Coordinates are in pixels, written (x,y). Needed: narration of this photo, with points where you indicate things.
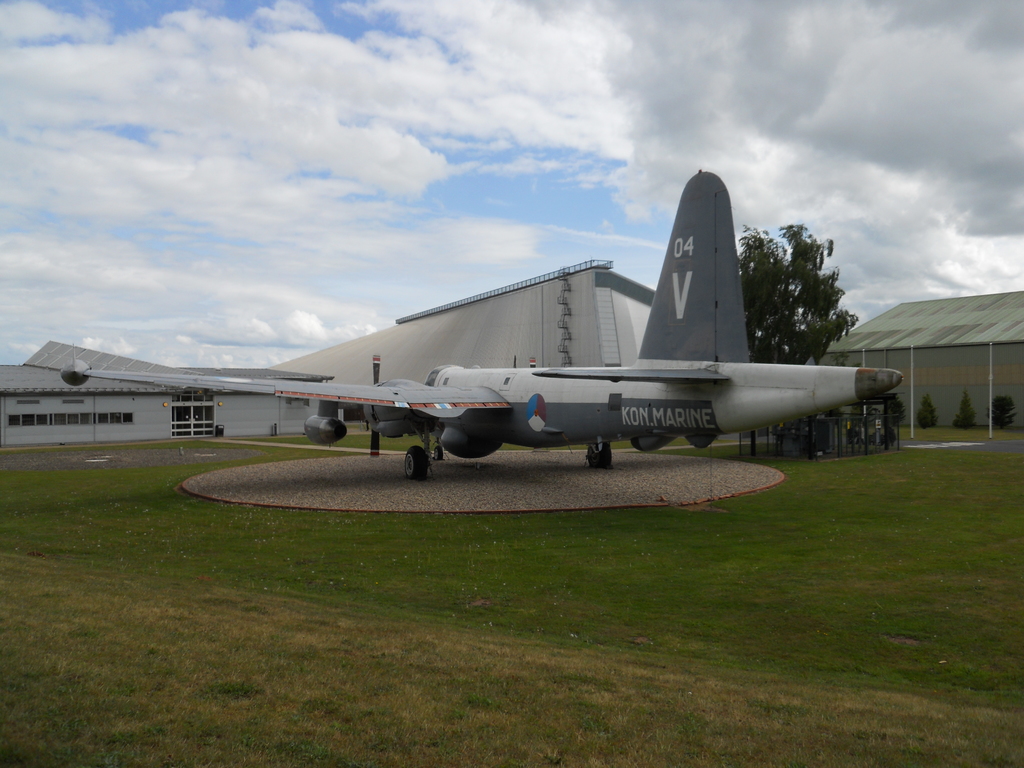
In this image I can see the grass (638,644). I can see an aircraft (456,408) on the ground (387,479). In the background (323,373), I can see the houses (546,334) and clouds (435,159) in the sky (450,128).
